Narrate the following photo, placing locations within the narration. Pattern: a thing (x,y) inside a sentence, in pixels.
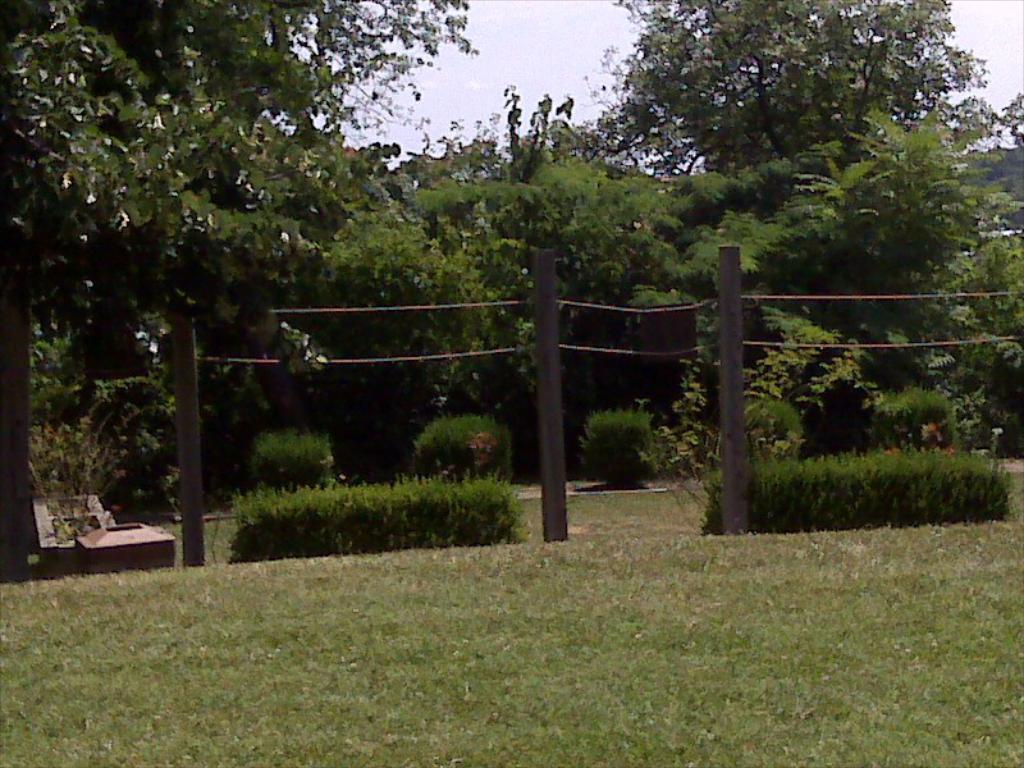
In this picture I can see there is some grass (532,624) on the floor (559,585) and there are plants (328,228) and trees (593,187) in the backdrop (816,179) and the sky (481,99) is clear.
